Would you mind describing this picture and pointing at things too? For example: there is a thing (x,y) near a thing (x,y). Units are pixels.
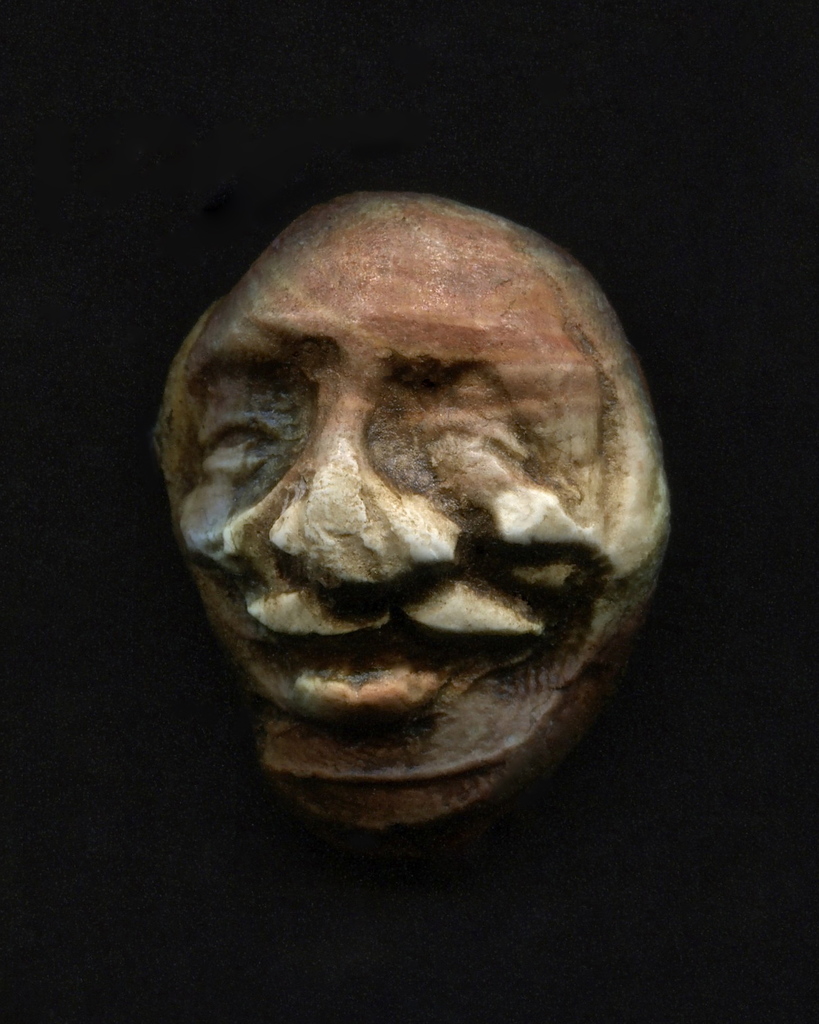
In the image we can see a sculpture (332,454) of a person's face (296,471) and the background (159,170) is dark.
